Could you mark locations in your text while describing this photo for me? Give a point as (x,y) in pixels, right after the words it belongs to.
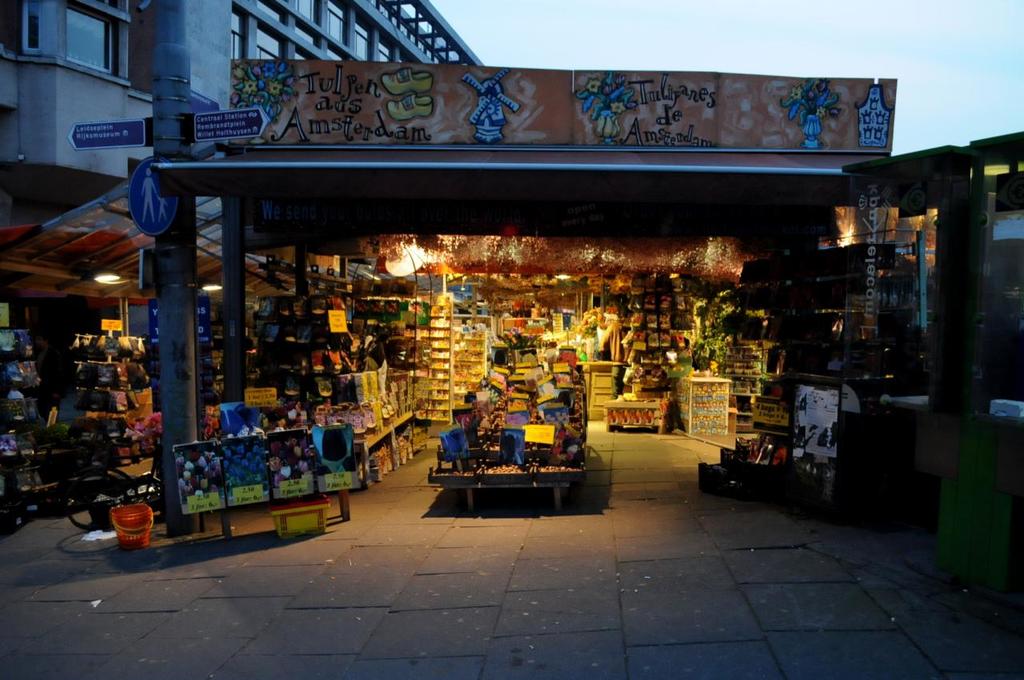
In the image there is a store (413,391), it has a lot of items (666,312) and on the left side (290,11) there is a building (273,20).
